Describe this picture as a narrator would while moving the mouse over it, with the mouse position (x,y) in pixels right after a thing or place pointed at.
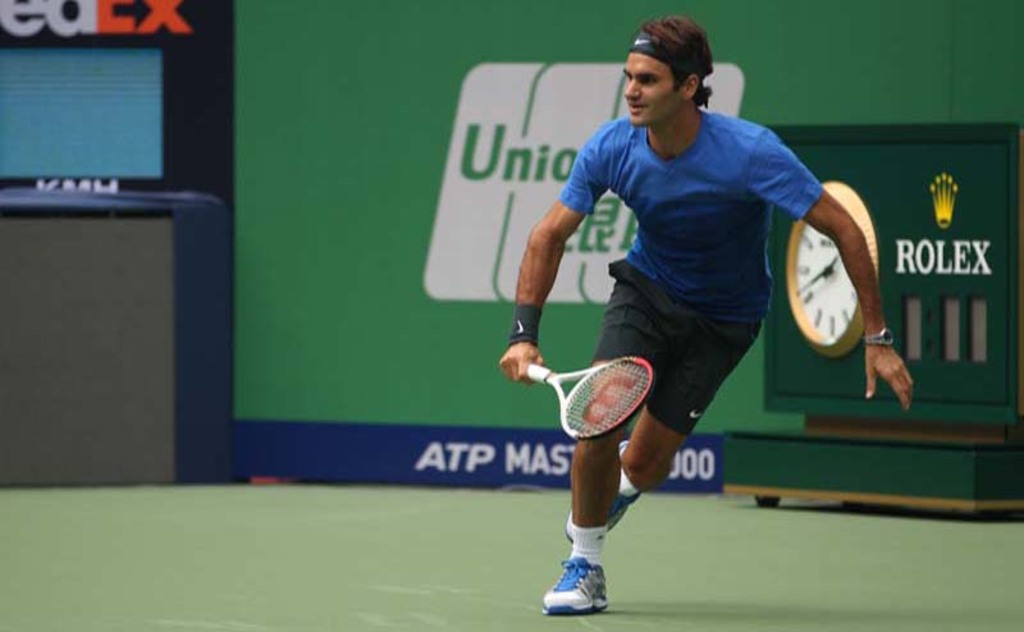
the picture is inside a tennis court (68,548). A man (629,306) holding a tennis racket (617,388) is in a running position is wearing a blue t shirt (743,273) and a black short (707,352), he is wearing a watch (885,334) and a black wristband (527,323). In the background (435,108) there is a poster (409,272). There is a clock (818,305) in back of the person (700,384). The ground (696,591) is green in color.
